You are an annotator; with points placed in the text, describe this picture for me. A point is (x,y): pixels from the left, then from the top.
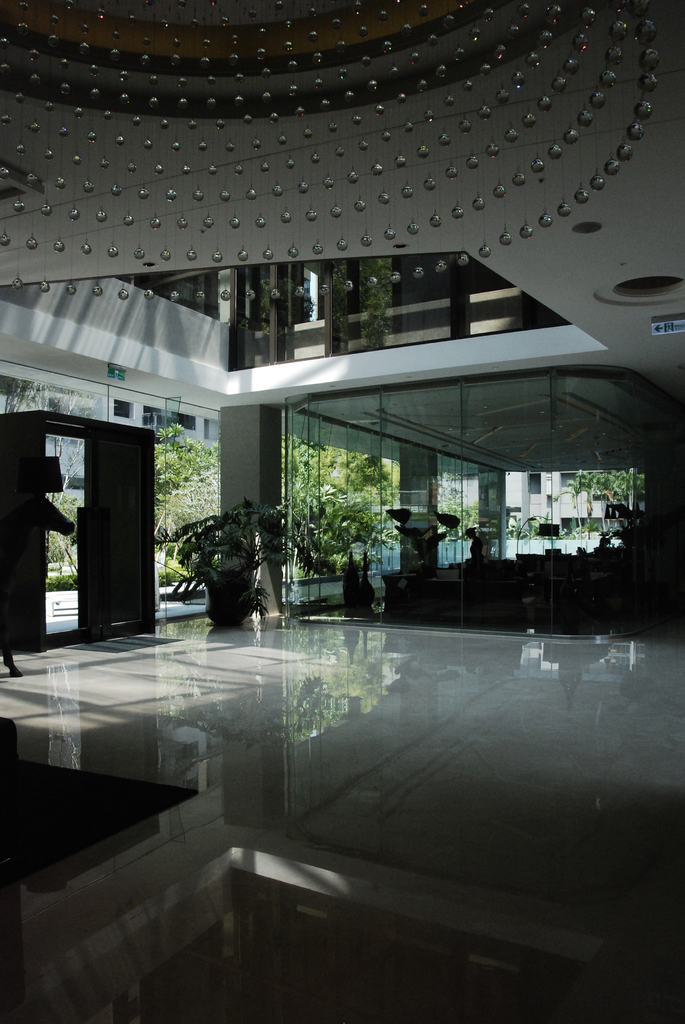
In the middle of the image (420,532) we can see some plants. Behind the plants (169,548) there is glass wall (6,383). Through the glass wall (677,551) we can see some trees (174,442) and buildings (118,413). At the top of the image (58,262) there is ceiling (110,275) and lights (463,3).
